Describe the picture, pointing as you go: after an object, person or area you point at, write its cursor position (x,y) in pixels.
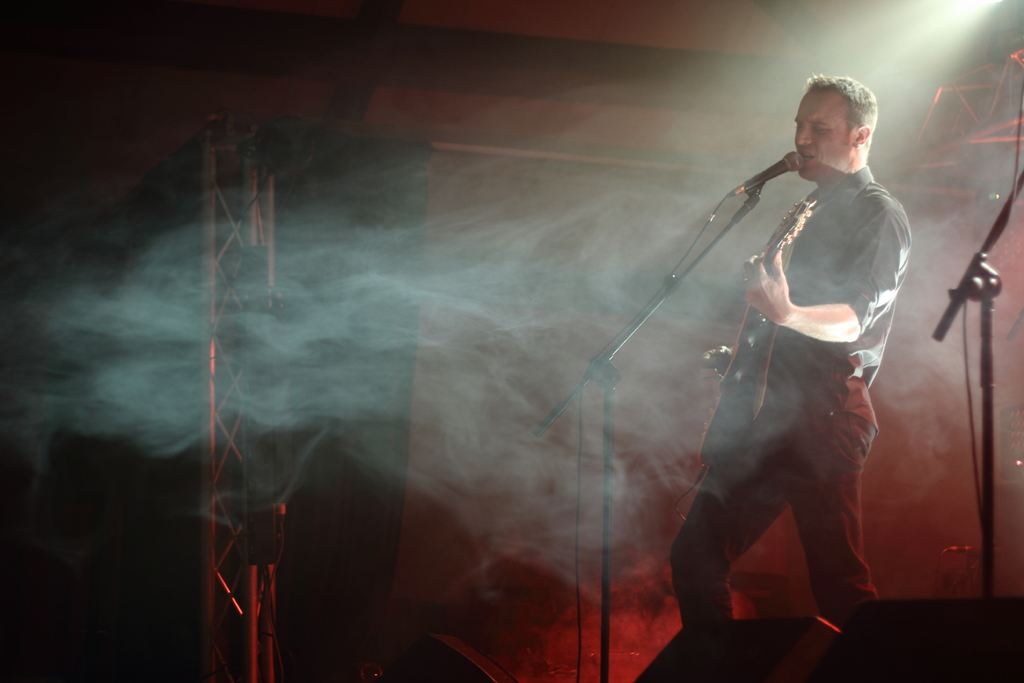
In this image a person (811,111) is standing and holding guitar (764,329). Before him there is a mike stand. Bottom of images there are few devices (804,649). Right side (950,327) there is a mike stand (985,462). Left side (234,224) there are few metal rods (230,171).
